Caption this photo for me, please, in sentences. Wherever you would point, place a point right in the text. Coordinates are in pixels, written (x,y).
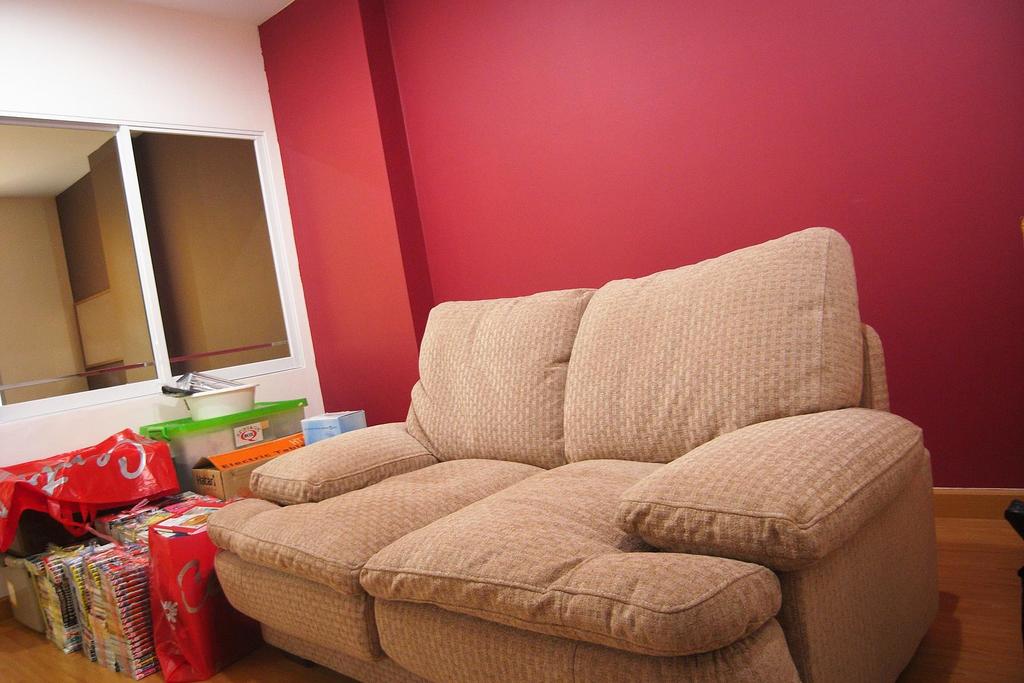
In the image we can see there is a sofa (543,409) and behind the sofa (572,393) there is a red colour wall (612,137) and beside the sofa (295,540) there are cover (176,601) in which books (161,522) are kept and the boxes (229,438).
